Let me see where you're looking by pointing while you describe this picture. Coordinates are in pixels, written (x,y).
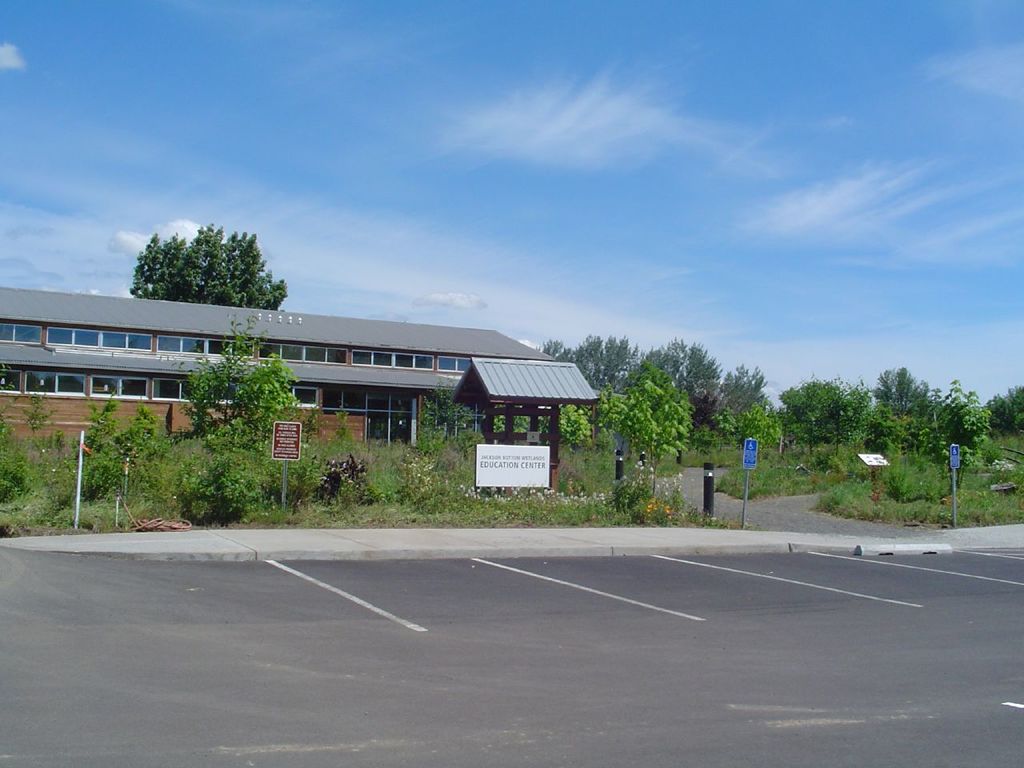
In the center of the image (377,430) we can see house (357,392), shed (564,400), boards (522,475), poles (712,470), trees (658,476), flowers (582,500), plants (301,522), rope (168,529), wall (188,423) are there. At the bottom of the image (579,698) road (611,714) is there. At the top of the image (657,123) clouds (638,118) are present in the sky (692,188).
